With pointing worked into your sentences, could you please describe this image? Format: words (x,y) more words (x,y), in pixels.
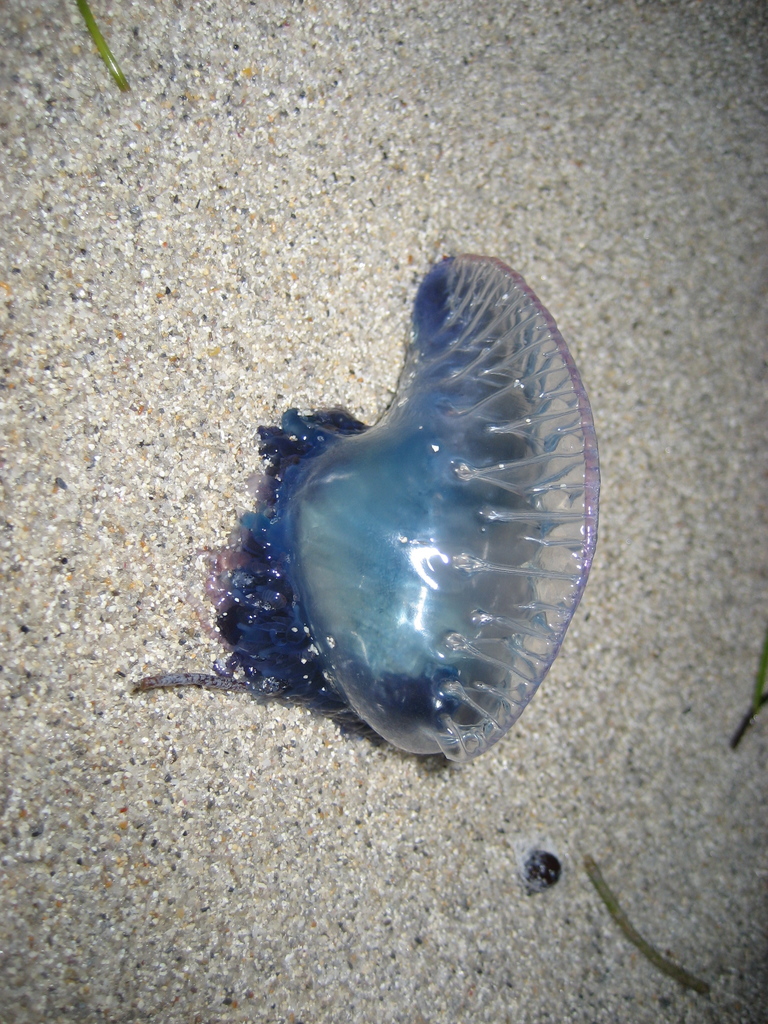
In this picture there is an animal (238,666) on the floor (564,810), beside that I can see the small green sticks (637,940).
